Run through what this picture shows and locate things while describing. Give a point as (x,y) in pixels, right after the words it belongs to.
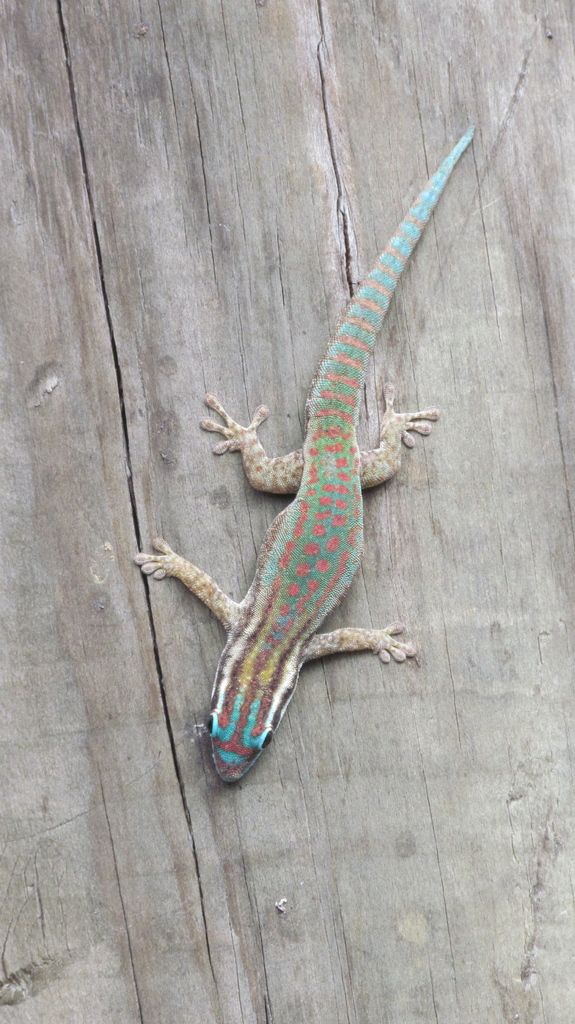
In this image in the center (317,580) there is one lizard (285,475), and in the background (239,884) there is a wooden wall (218,818).
